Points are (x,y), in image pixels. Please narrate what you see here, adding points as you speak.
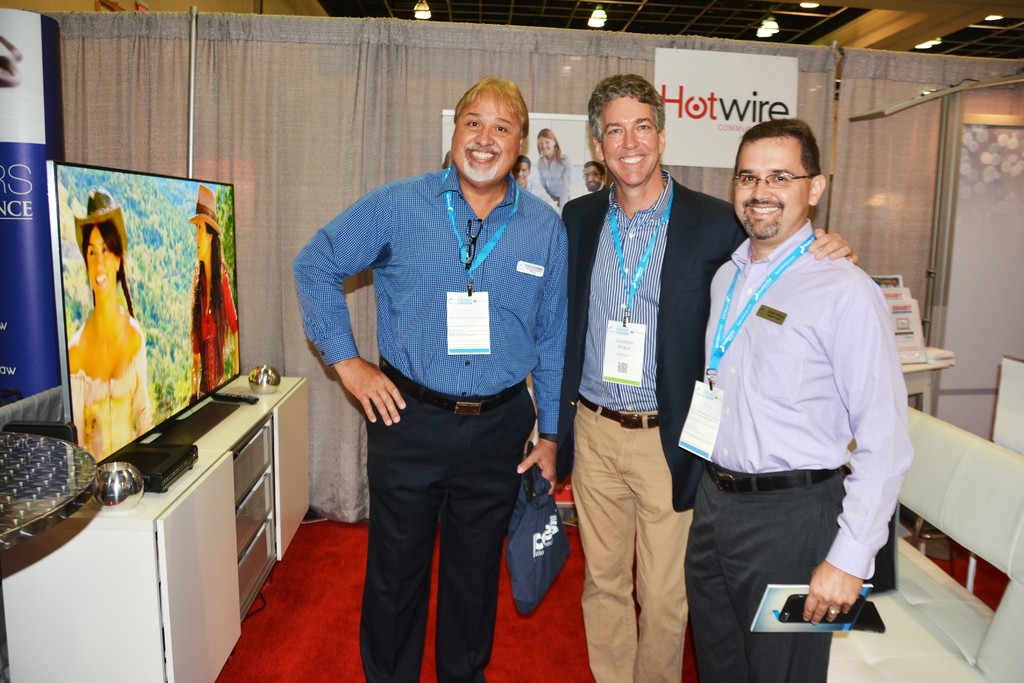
There are three men (559,403) standing and smiling and wear tags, this man (781,364) holding book (774,632) and mobile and this man (492,590) holding a bag (515,547). Behind this man (766,551) we can see sofa (997,670). We can see television (124,335), remote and objects (156,470) on the furniture (89,526) and we can see table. in the background (677,87) we can see banner (551,129) and board (577,132) on curtains (377,87) and objects (910,359) on the table (915,372).
